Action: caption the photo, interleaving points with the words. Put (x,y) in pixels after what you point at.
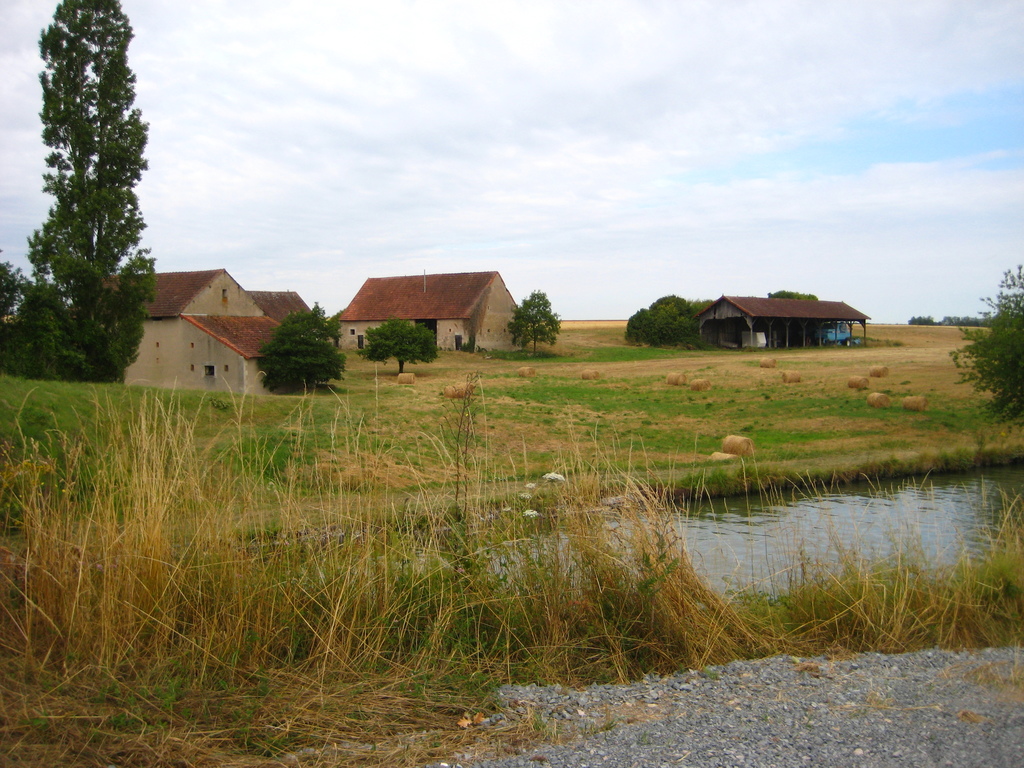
At the bottom (383,677) we can see small stones (569,707), grass (284,721) and water (818,519). In the background (425,378) we can see trees (135,265), houses (360,338), roofs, vehicle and grass (547,393) on the ground (490,386) and we can see clouds (464,126) in the sky (630,209).
